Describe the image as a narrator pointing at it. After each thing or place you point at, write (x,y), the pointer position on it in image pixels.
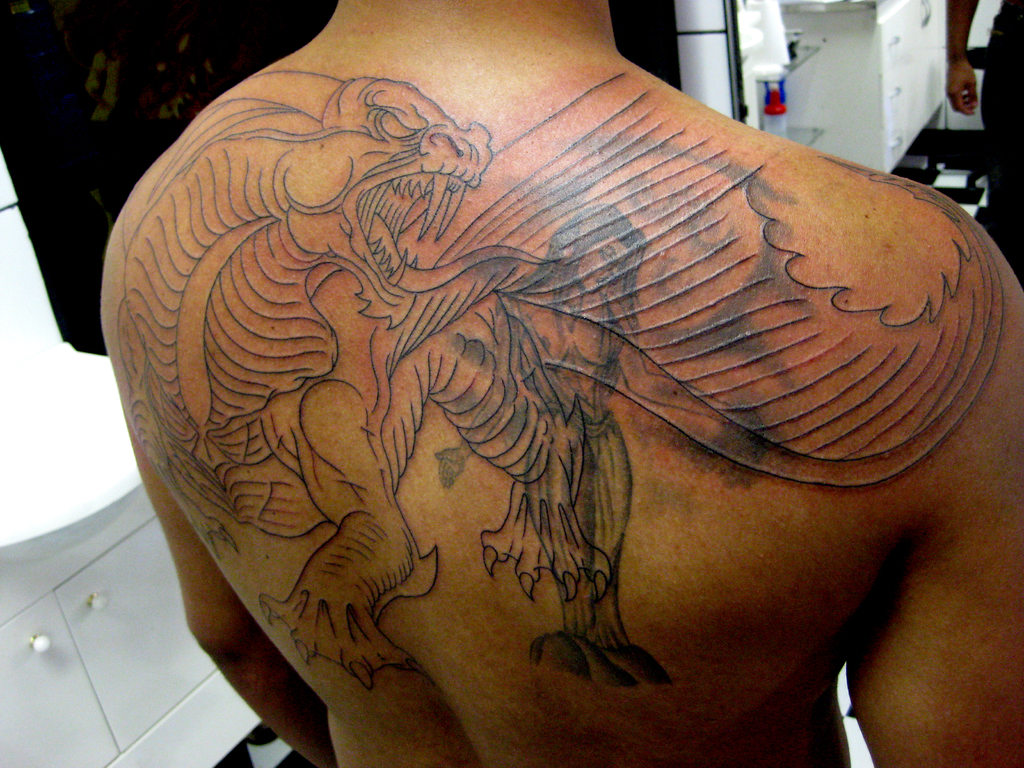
In this picture I can see a person (807,574) who is standing in front (364,262) and I see the tattoos (354,197) on the back (462,241) of the body (459,187). In the background (775,54) I see the mirror (773,75) on which I see the reflection (968,18) of the person (989,157) and few cupboards (859,93).
